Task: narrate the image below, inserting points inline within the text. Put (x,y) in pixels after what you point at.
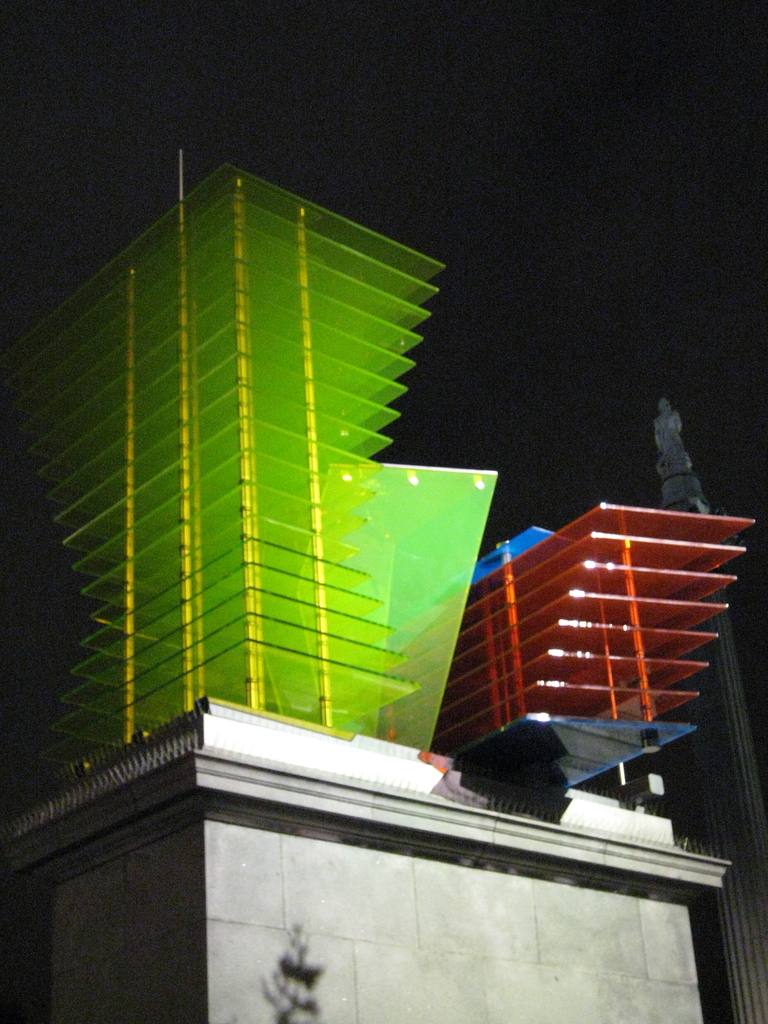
In this image I see the glasses (336,404) over here which are of green, blue and red in color and I see the wall (340,938) over here and it is dark in the background (344,128).
